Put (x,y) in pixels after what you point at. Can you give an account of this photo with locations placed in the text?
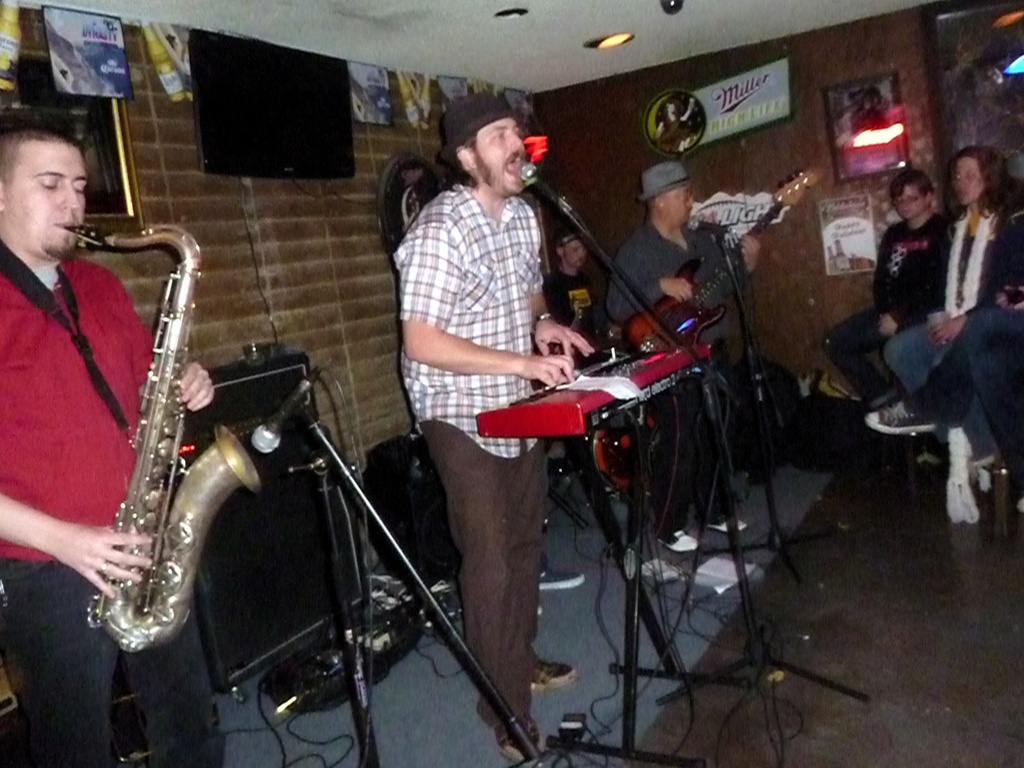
This picture shows three people (500,629) playing musical instruments (646,386) and two people (949,263) seated and watching them.
